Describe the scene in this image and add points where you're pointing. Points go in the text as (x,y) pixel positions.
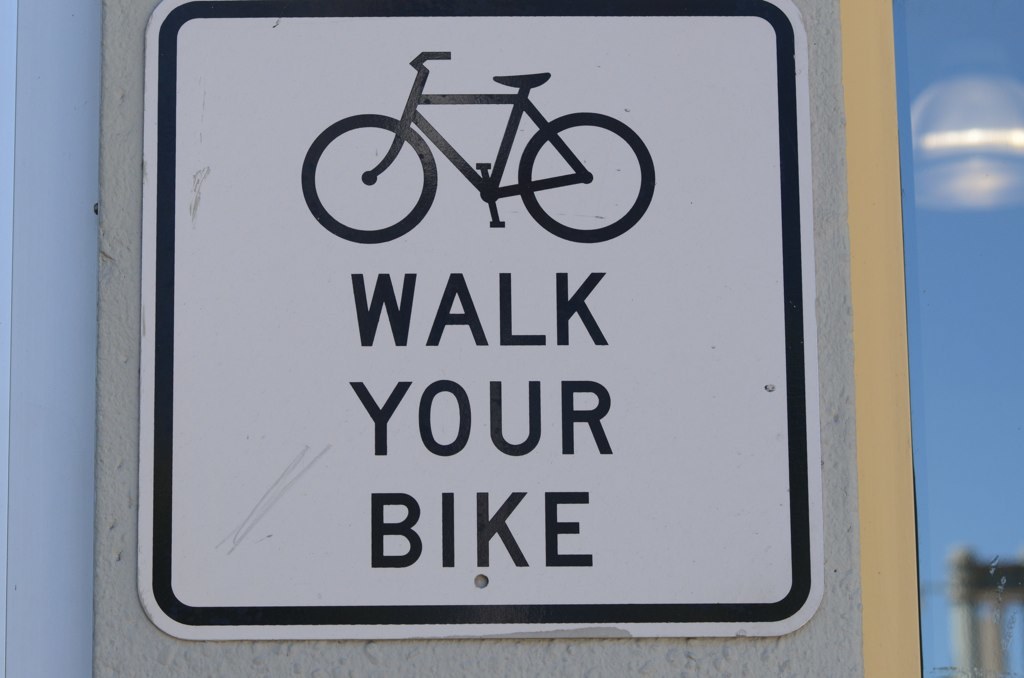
In this image there is a sign board (181,286) with an image (529,196) and text (485,337) on it.
